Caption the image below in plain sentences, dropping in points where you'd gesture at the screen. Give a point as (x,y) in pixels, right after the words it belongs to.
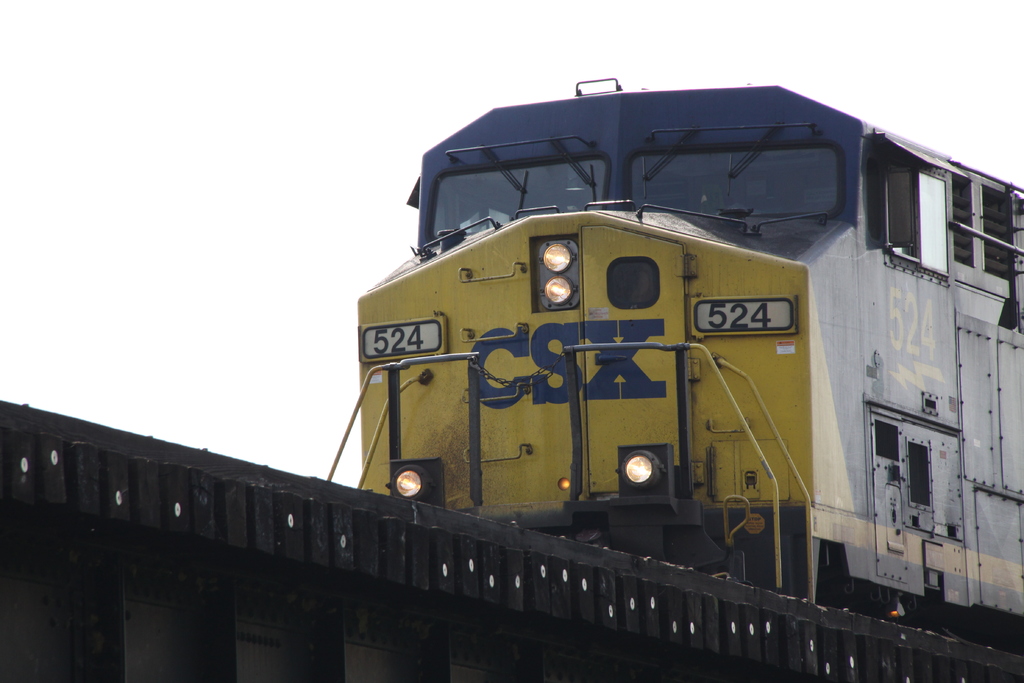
In this picture we see a blue & yellow coloured train (749,270) moving on a iron platform (392,557). The train (550,479) has numbers 524 (396,344) and letters CSX (539,392) written on it and there are 4 lights (566,295) which are ON.
